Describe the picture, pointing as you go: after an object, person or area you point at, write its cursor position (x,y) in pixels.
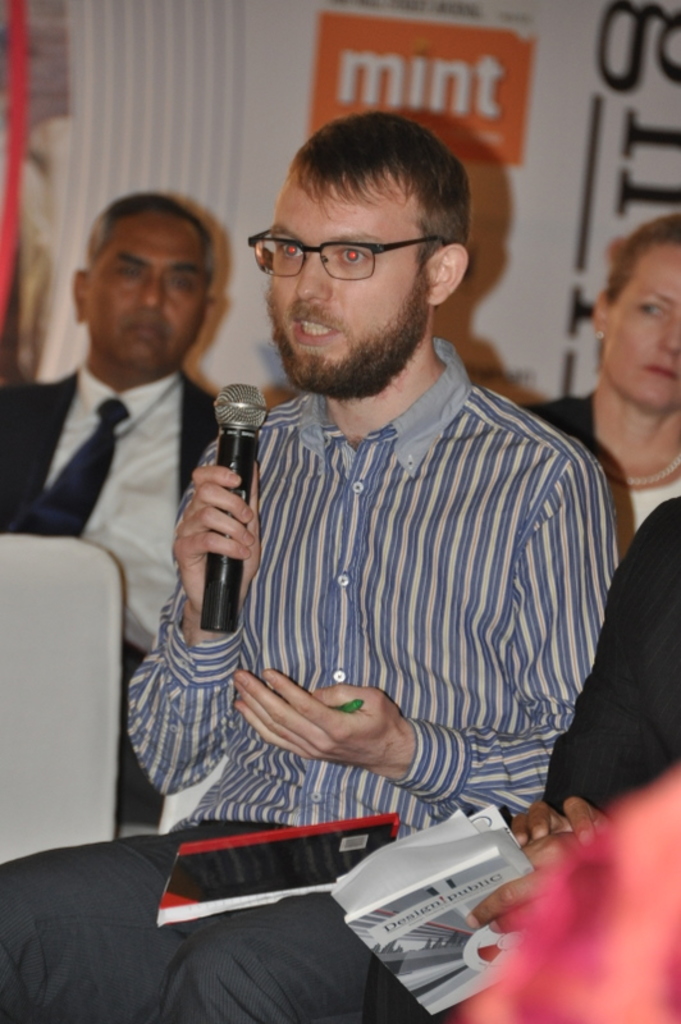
In the middle of the image (295,403) a man (221,480) is sitting and holding a microphone (253,407) and speaking. Bottom right side of the image (582,909) few people (629,294) are sitting and watching. Top left side of the image (145,209) a man (120,220) is sitting and watching. At the top of the image (463,76) there is a banner (373,95).
